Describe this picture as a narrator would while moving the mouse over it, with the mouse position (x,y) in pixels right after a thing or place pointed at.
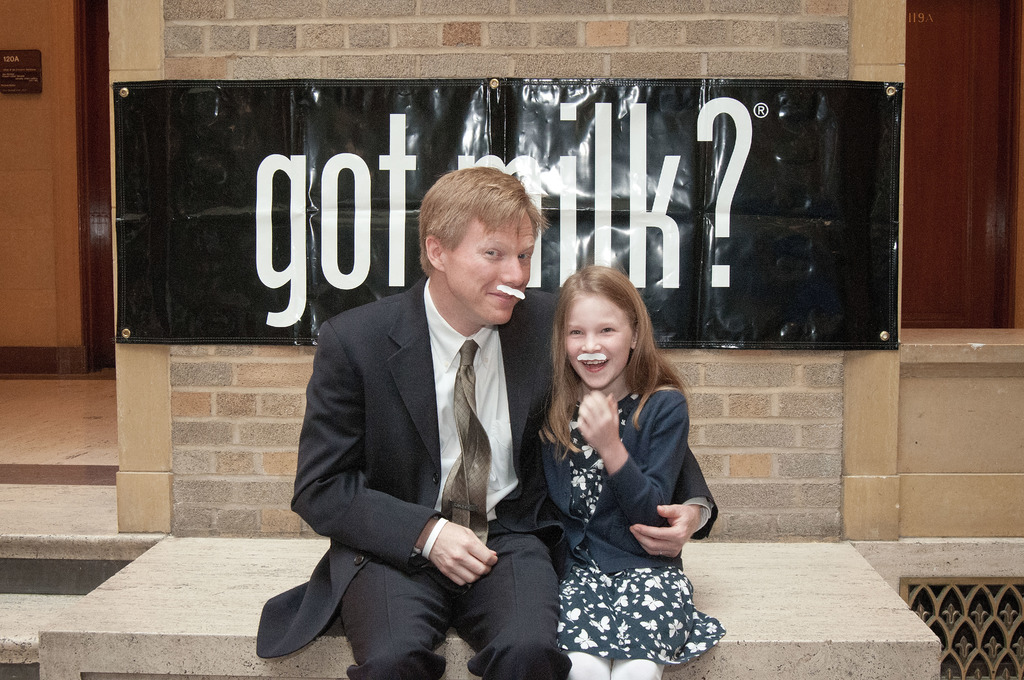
In this image there is a man (435,408) sitting, there is a child (583,483) sitting, there is a board (336,184), there is text (301,297) on the board (405,229), there is the wall (202,419), there is a wooden object (972,111) there looks like a window (979,138) is towards the right of the image (965,145).
